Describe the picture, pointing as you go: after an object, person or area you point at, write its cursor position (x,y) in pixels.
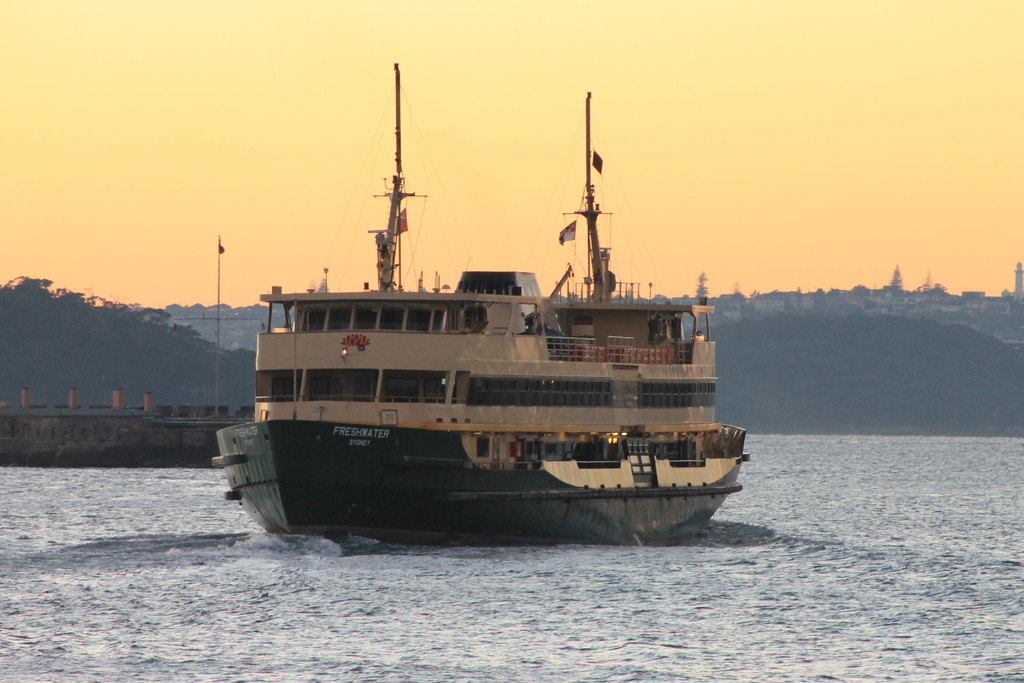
In this picture we can see a ship (703,357) in the water (328,558). There are a few poles (601,287) and buildings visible in the background (217,297).
